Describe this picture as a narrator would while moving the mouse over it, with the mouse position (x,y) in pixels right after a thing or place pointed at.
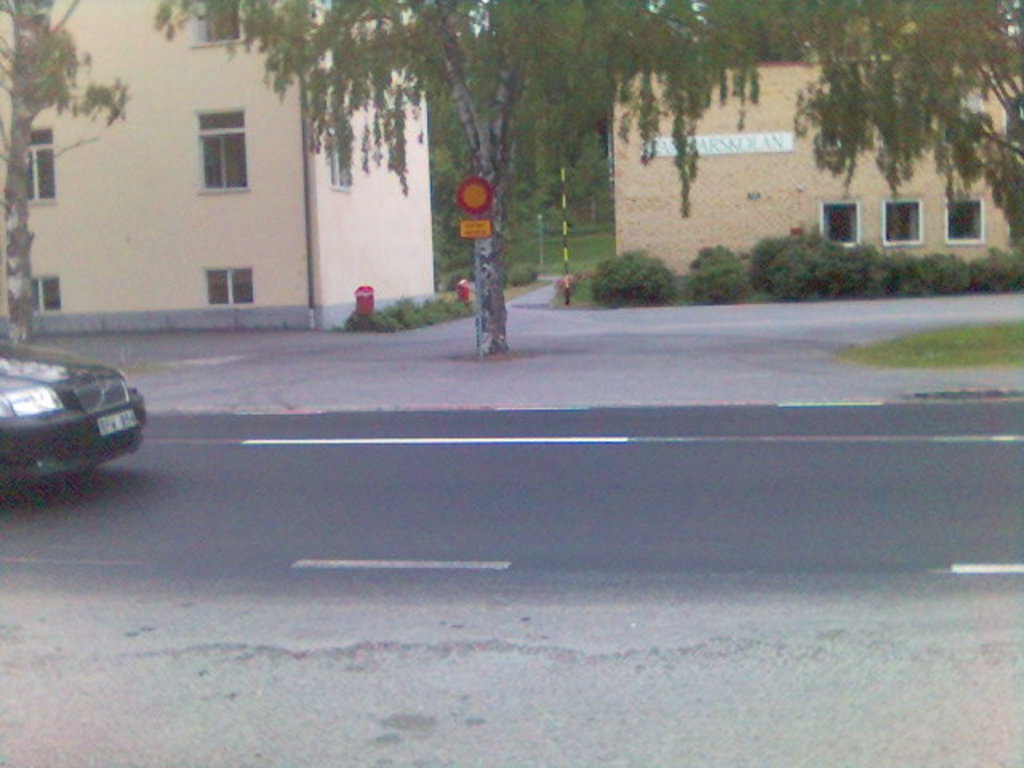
In the center of the image (485,313) we can see sign board (486,188) and tree (493,102). On the left side of the image (62,434) we can see car (50,420). In the background (256,214) there is a building (657,184), plants (618,276), grass (578,236) and trees (572,133). At the bottom of the image (554,681) there is a road (403,666).
